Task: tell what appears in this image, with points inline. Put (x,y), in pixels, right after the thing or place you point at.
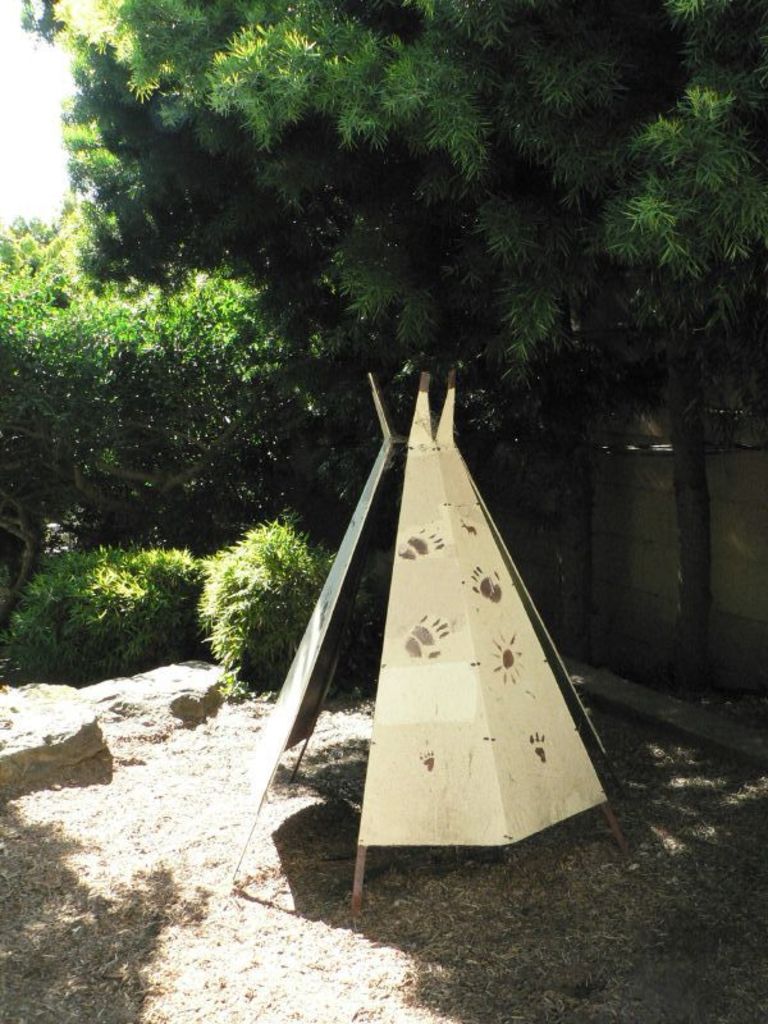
In this image there is a tipi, and in the background (439,403) there are trees (207,462), plants (213,636) and sky (58,80).
